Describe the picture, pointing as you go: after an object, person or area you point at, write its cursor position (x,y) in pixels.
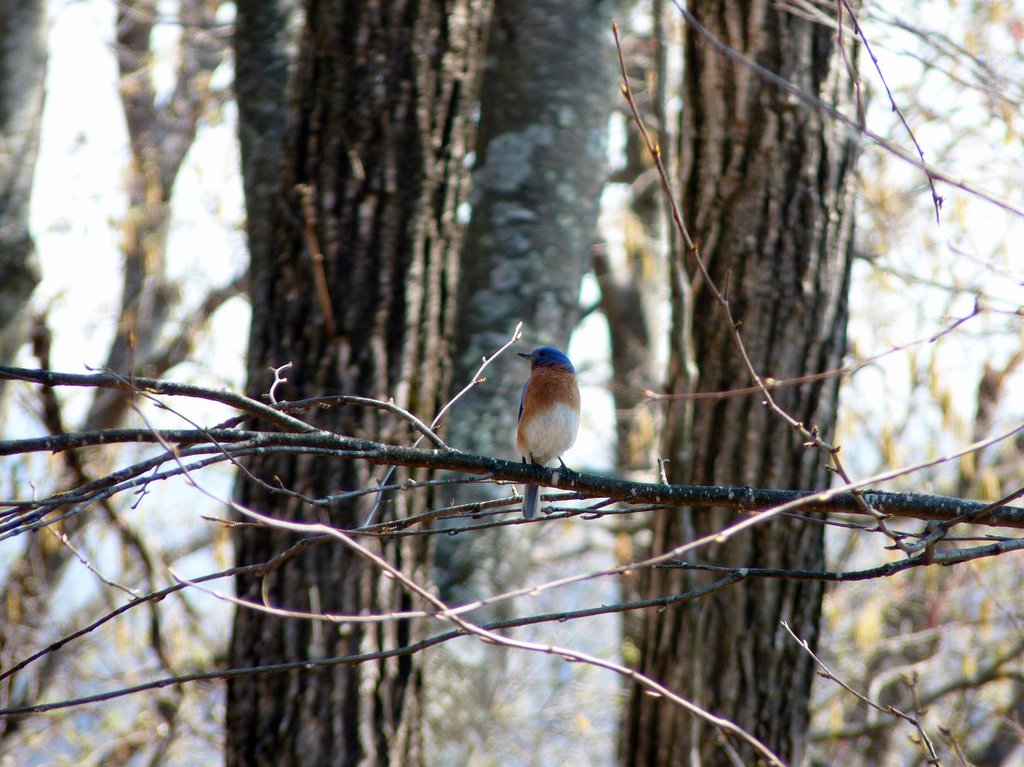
In this picture, we see the bird (547,426) is on the branch (515,463) of the tree (721,490). This bird (558,389) is in white, brown and blue color. There are trees (746,406) and the stems (646,664) of the trees (425,256) in the background (416,250). This picture is blurred in the background (773,375).
